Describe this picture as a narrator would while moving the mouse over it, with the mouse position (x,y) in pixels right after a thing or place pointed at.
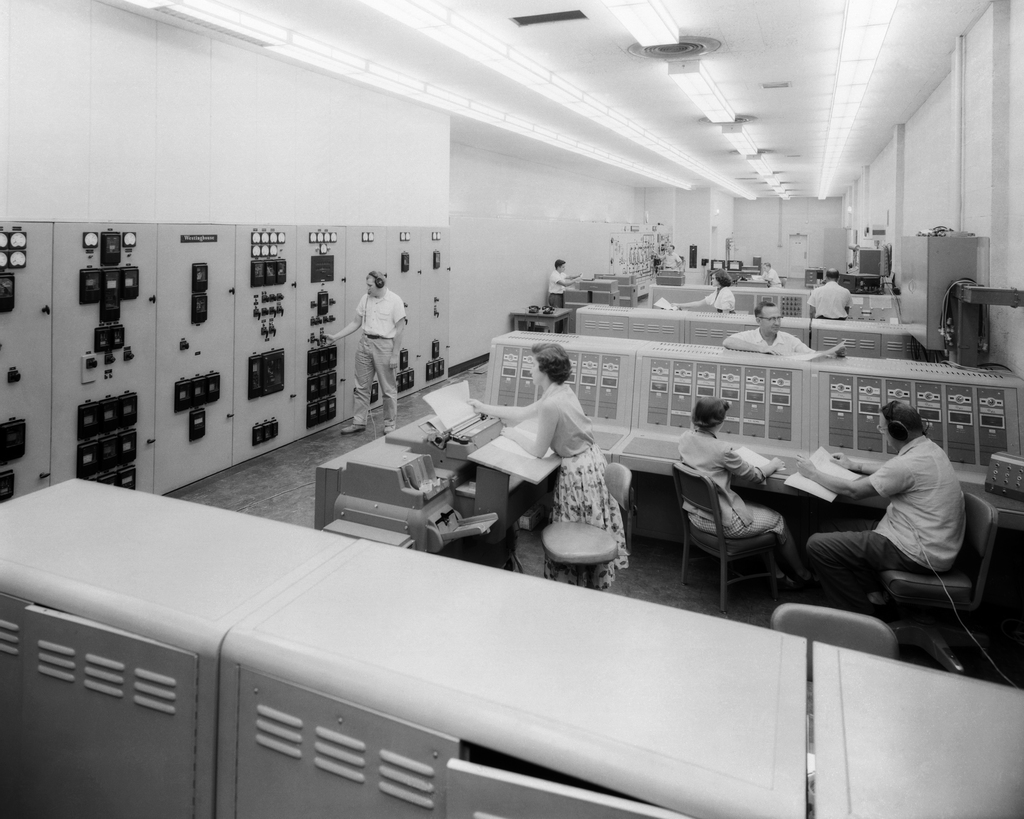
In this picture we can see some persons (832,564) are sitting on the chairs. This is the floor (258,488). On the background (504,256) there is a wall (527,198). And these are the lights (853,0). And this is the table (639,444).
